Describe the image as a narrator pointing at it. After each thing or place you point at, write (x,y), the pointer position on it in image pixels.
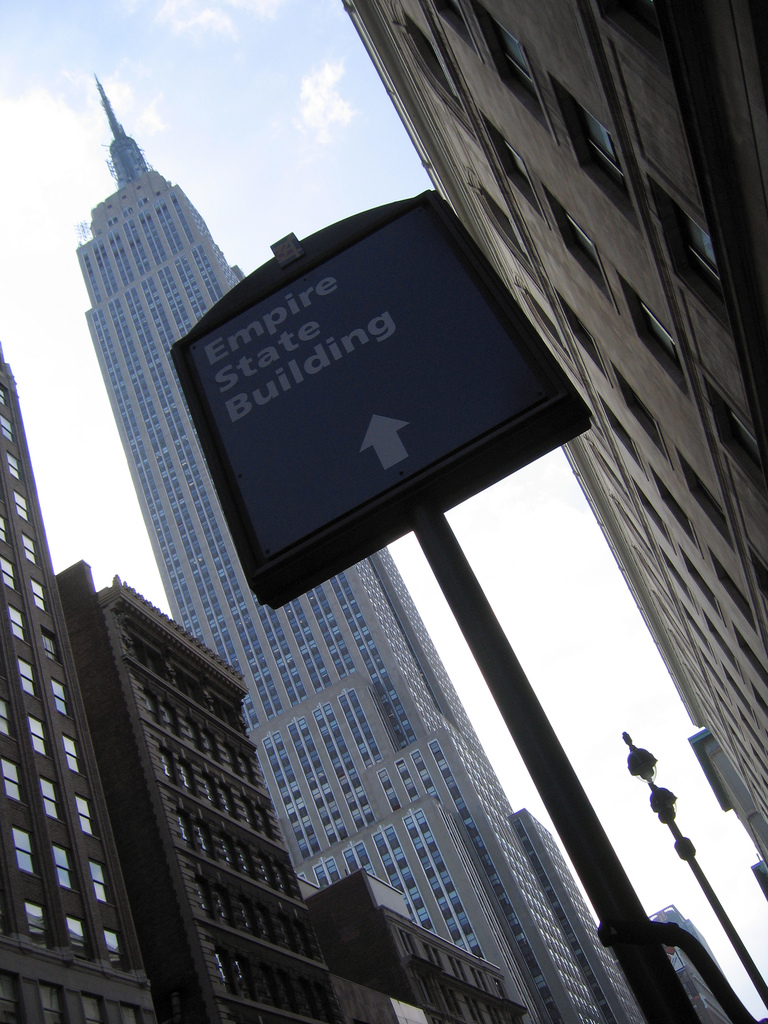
In this image I can see few buildings (413,914), number of windows (349,809), few poles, clouds (75,110), the sky (218,107), a board (259,278) and on this board (338,435) I can see something is written.
